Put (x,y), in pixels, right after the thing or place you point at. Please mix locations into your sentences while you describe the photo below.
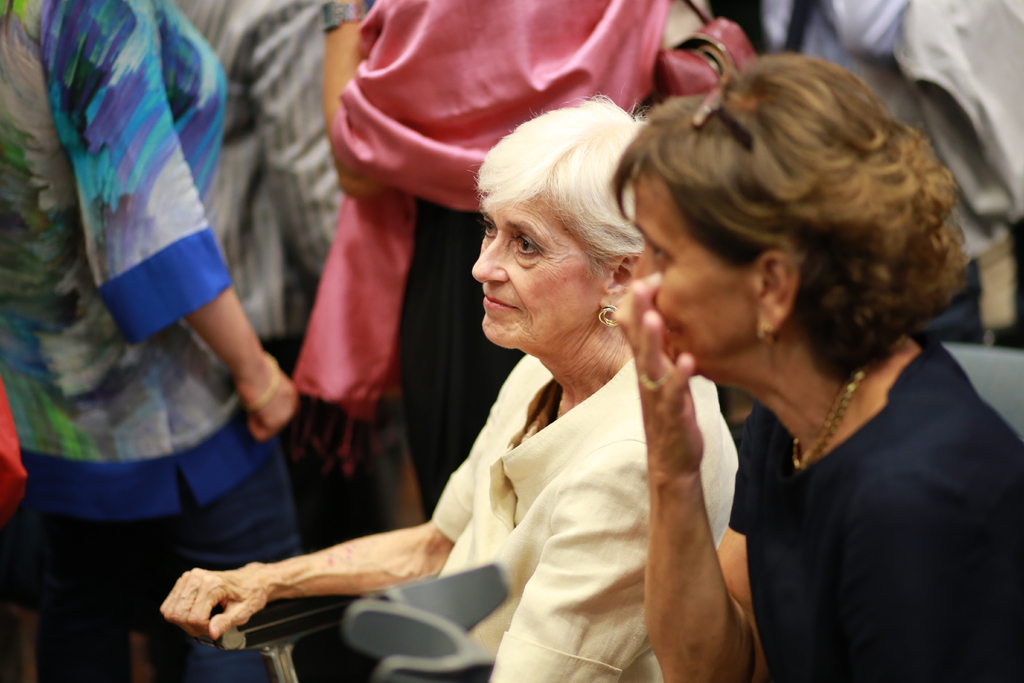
In this image we can see few people (514,294), some of them are standing and two of them are sitting on the chairs (274,634).
